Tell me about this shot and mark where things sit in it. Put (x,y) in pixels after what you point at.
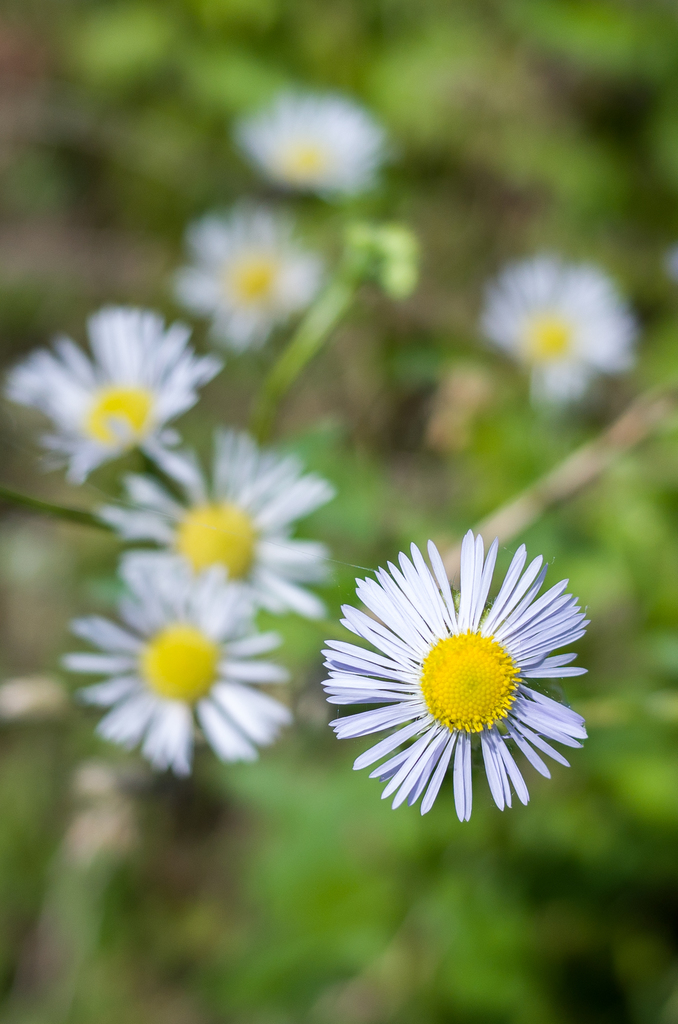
In this pictures we can see many flowers (487,545) on the plants (442,948).
